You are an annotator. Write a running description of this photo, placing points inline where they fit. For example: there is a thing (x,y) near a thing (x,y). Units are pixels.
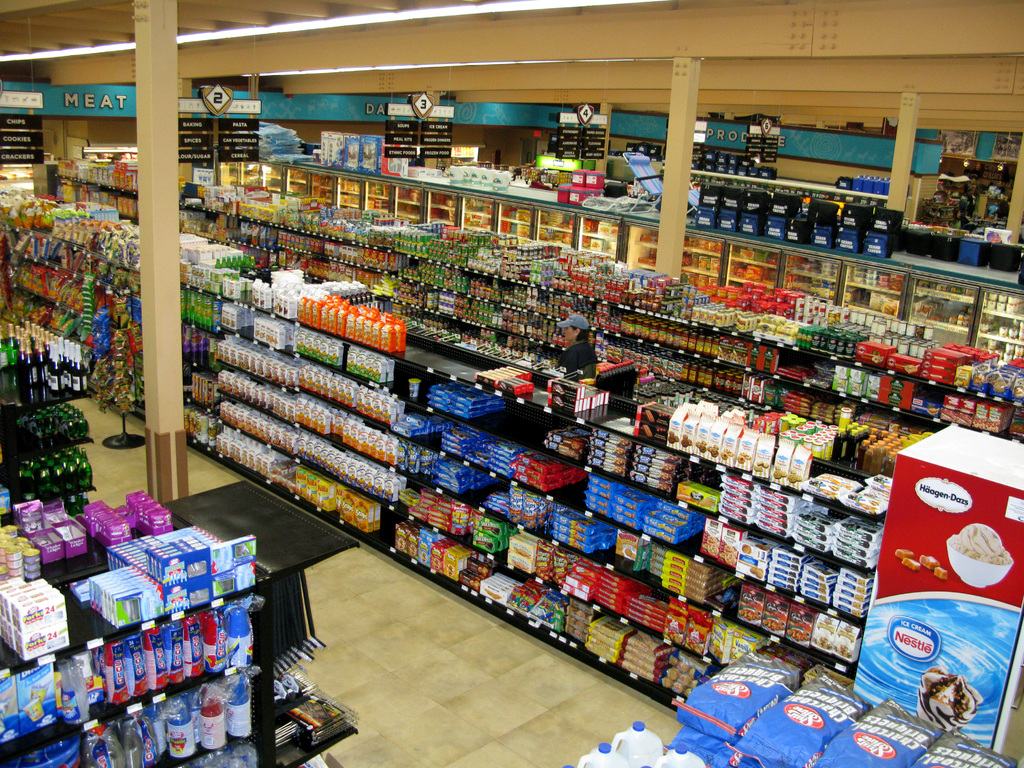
An inside picture of a store (421,501). These are racks (509,395). This person (576,347) is standing in between of this 2 racks (515,307). The things (720,434) are in rack (426,368). Pillars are in cream color. In-front these are white bottles (643,755). This is a board of ice-cream (977,593) Far there is an information boards (443,143).
